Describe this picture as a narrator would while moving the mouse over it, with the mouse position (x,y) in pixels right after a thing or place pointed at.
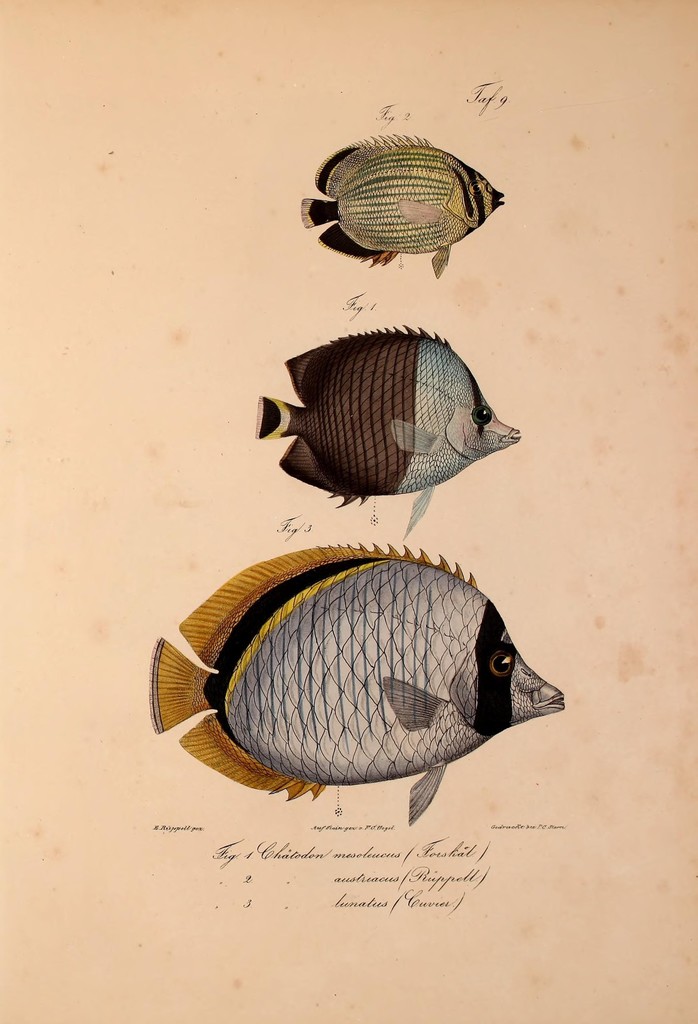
Here we can see three different sized fishes (398,243) drawn on a paper (519,489) and we can also see text (487,104) written on the paper (267,951).
